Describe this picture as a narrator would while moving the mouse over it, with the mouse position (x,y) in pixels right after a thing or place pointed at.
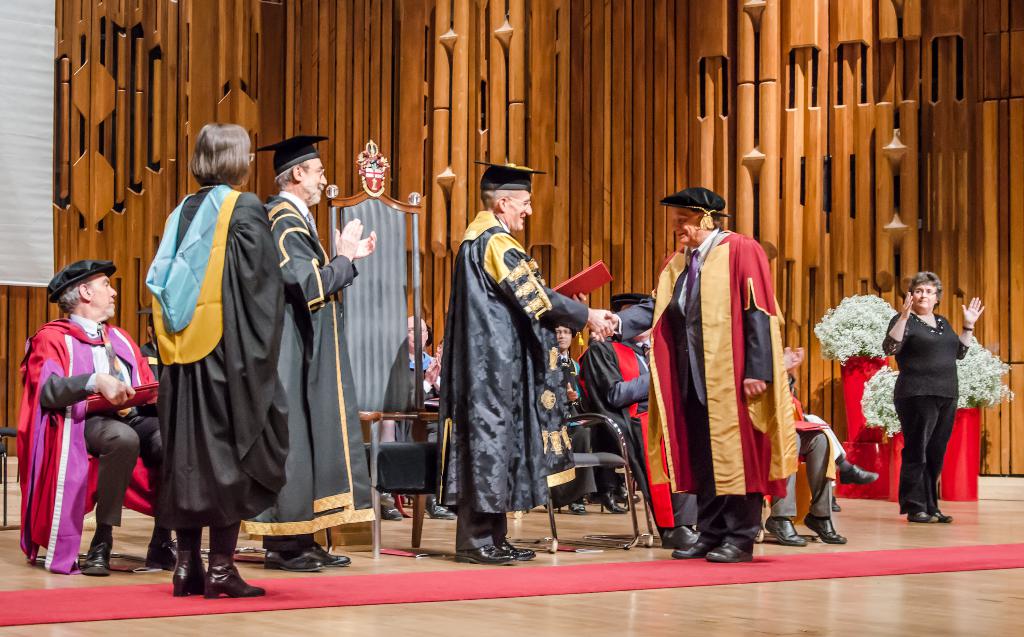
In this image I can see some people (686,377). On the right side (988,367), I can see the flowers (877,375).
